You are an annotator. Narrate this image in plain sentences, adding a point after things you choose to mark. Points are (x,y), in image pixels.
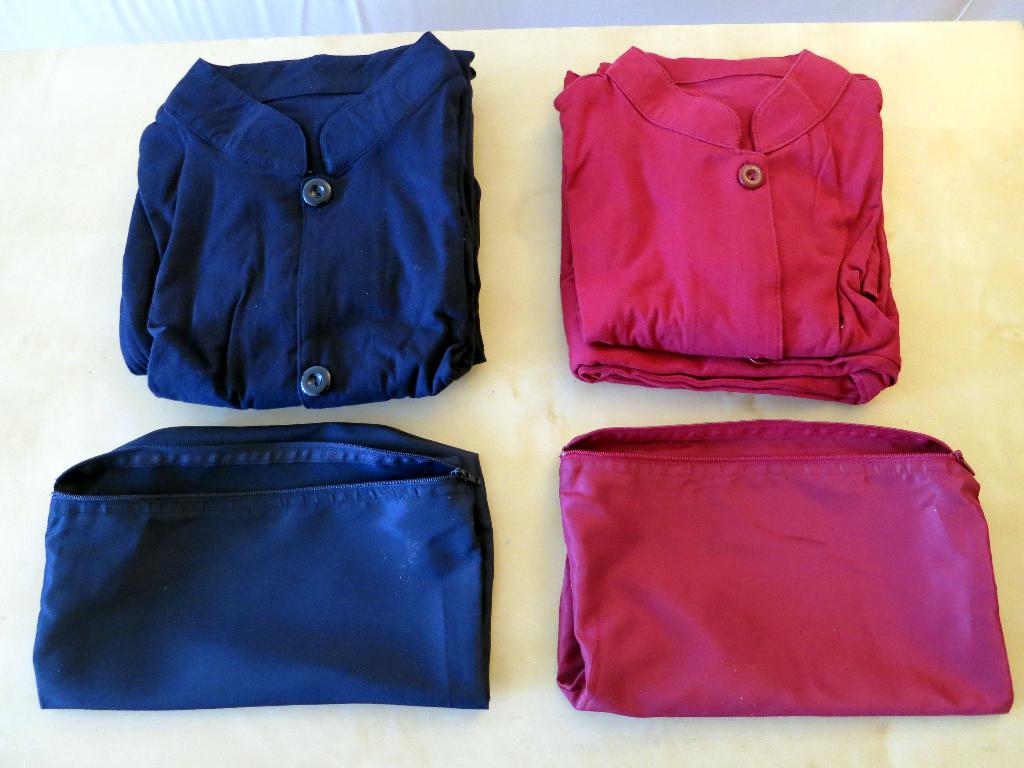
In this image, we can see clothes (657,323) on the table (70,294).
